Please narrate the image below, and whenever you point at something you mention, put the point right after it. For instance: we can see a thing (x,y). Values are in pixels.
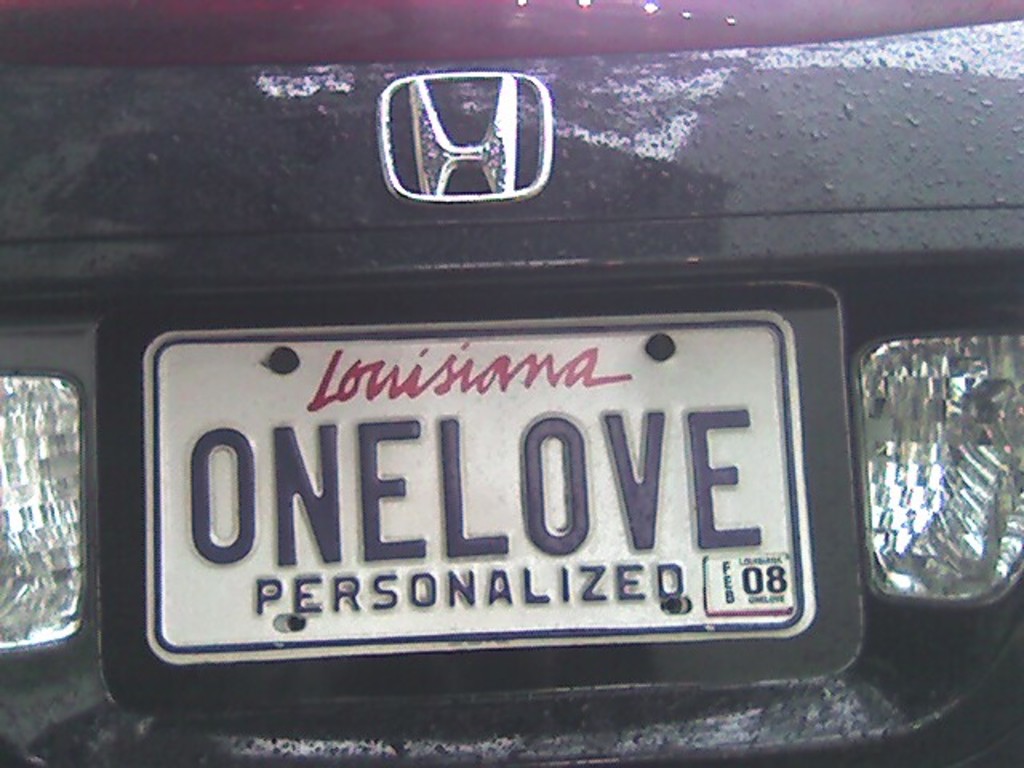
In this image we can see the number plate (264,395) on which we can see some text (753,596) is fixed to the car (284,98). Here we can see the lights (962,536).
